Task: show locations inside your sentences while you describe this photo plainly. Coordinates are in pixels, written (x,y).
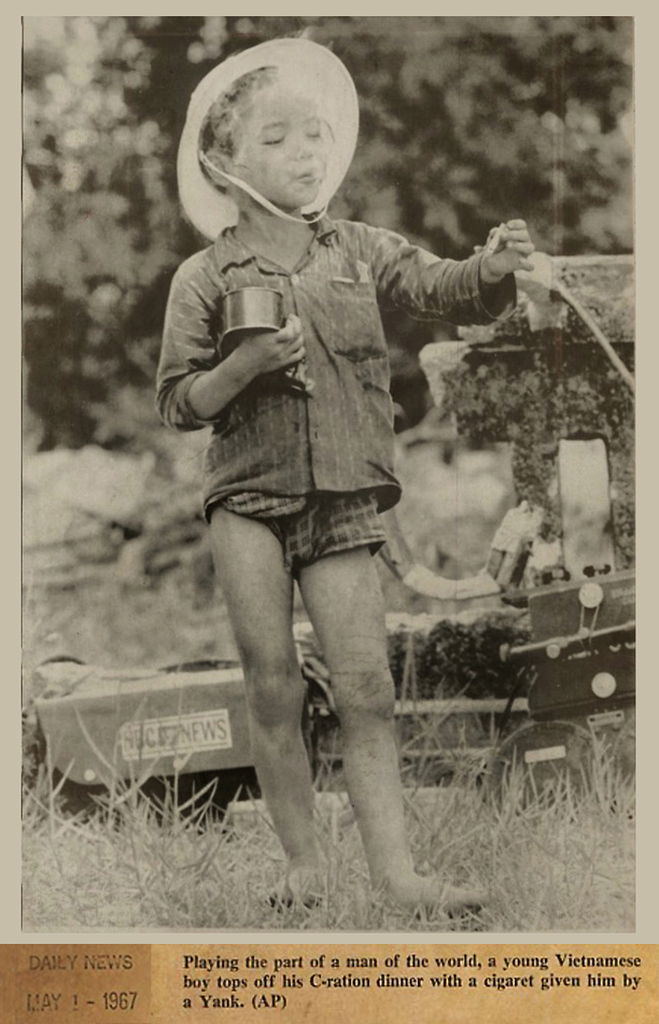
In this picture we can see a paper (628,502), in this paper (637,483) we can see a picture of a kid (331,373), this kid (392,443) is standing and holding something, at the bottom (488,860) there is grass (453,876), we can see a blurry background (428,84), there is some text (219,975) at the bottom of the picture (342,989).
